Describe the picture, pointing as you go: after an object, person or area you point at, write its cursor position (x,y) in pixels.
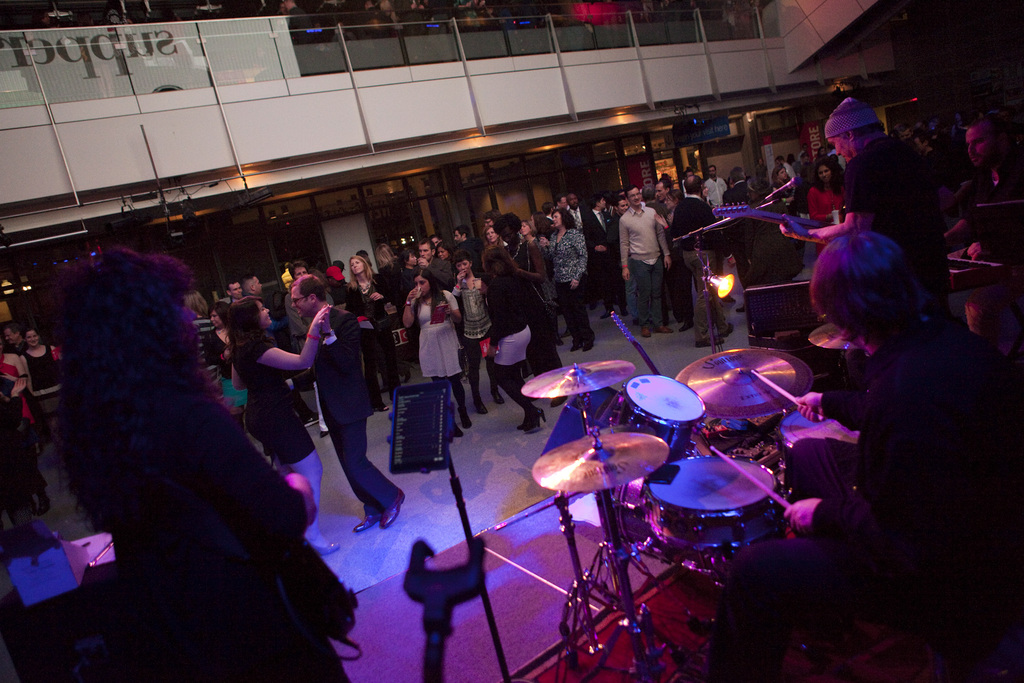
On the right side of the image (919,511) few people (998,186) are playing some musical instruments (617,314). Behind them few people (796,204) are standing and dancing. At the top of the image (755,5) there is fencing (188,22). Behind the fencing (304,36) few people (117,20) are standing and watching.
